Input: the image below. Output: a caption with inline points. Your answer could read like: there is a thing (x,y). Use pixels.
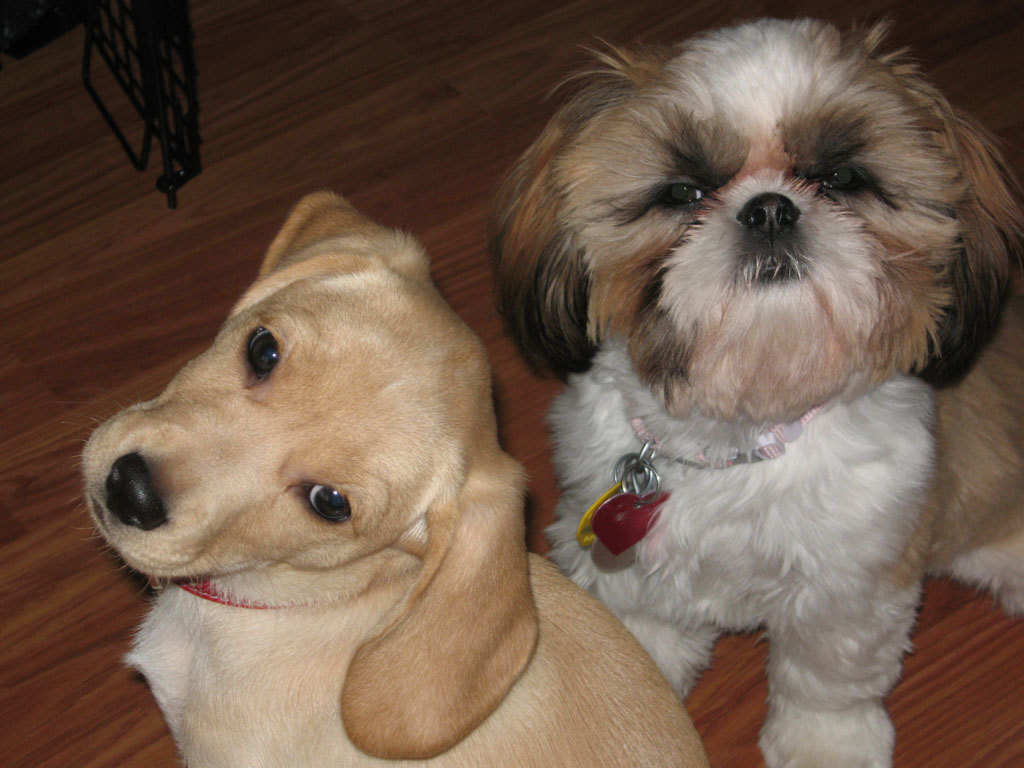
This image consists of two dogs (540,593). They are in tan, white and brown color. They have belts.
